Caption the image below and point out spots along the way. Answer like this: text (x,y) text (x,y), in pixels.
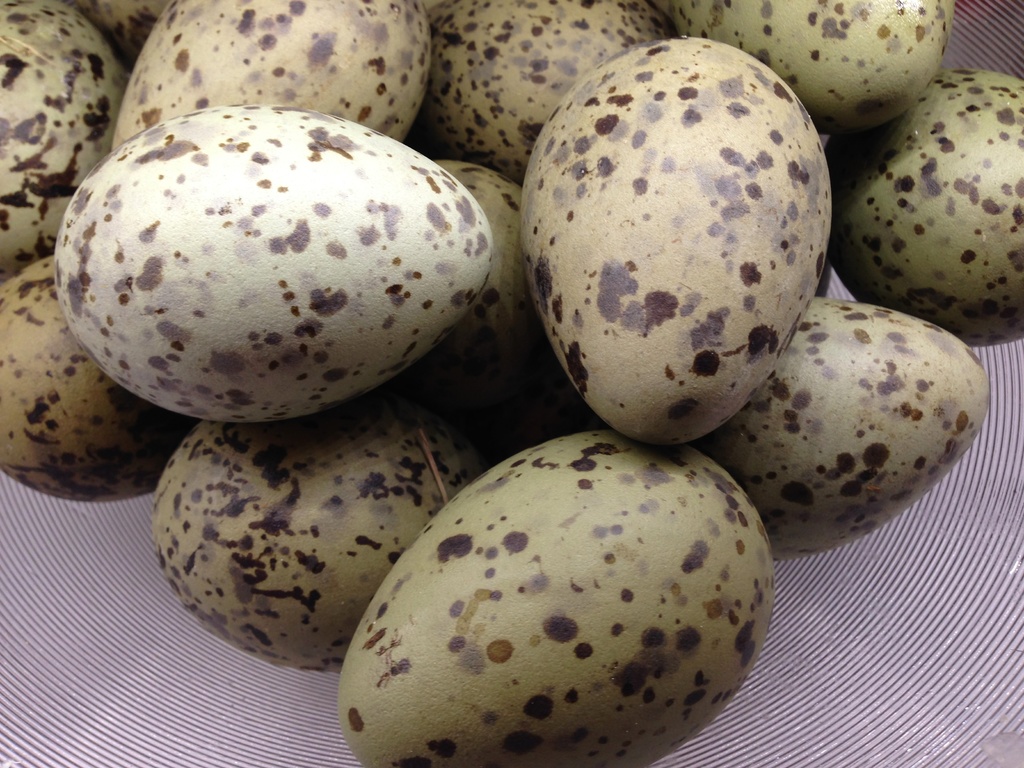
In the picture I can see eggs (383,448) on a surface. On these eggs (370,428) I can see black color spots (313,327).
